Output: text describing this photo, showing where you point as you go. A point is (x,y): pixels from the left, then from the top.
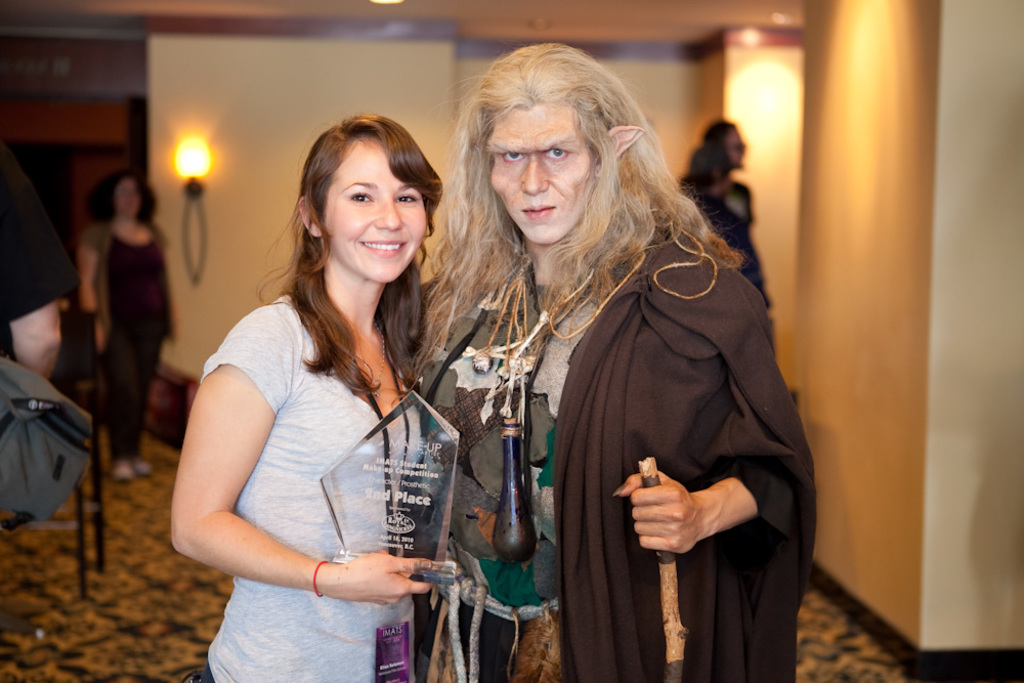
In the picture I can see a woman (343,314) wearing gray color T-shirt (339,643) and identity card (384,671) is holding a shield (377,547) and the person (552,403) on the right side (751,507) wearing different costume (544,422) is holding a stick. The background of the image (278,62) is blurred, where we can see a few more people (10,282), we can see the wall (289,125) and lamps (182,143).
